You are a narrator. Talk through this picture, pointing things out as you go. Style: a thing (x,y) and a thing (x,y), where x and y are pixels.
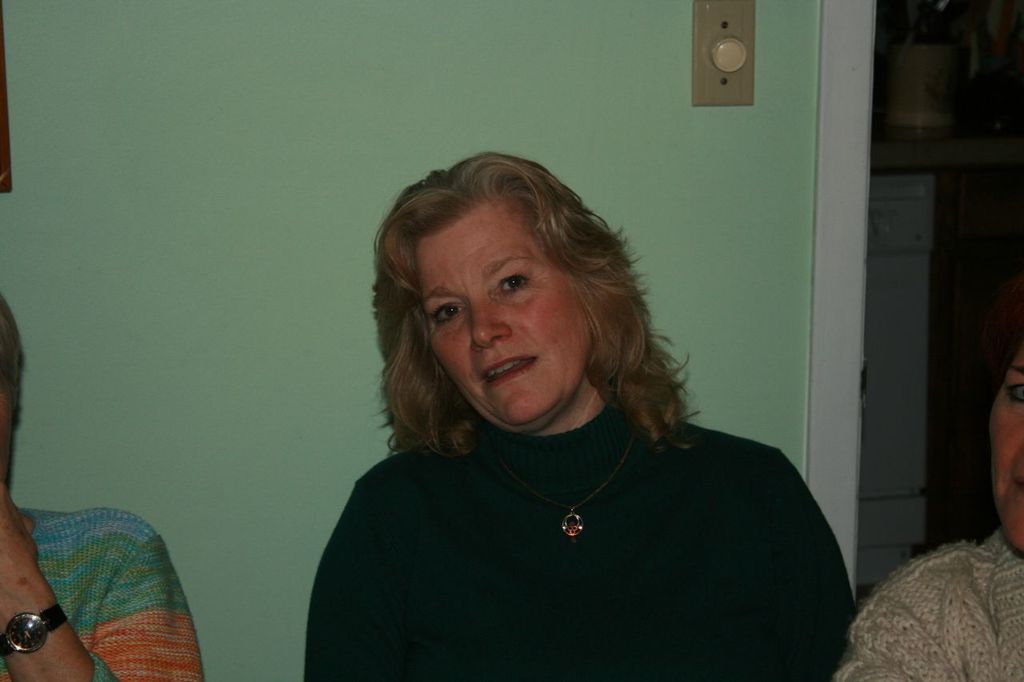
In this image, we can see a woman (531,414) is watching. On the right side (946,629) and left side of the image (147,641), we can see two people (965,610). Background (722,170) there is a wall (722,244). Here we can see an object (716,56) on the wall (653,75). On the right side (912,157), we can see a machine (923,297), and few objects (906,100).
